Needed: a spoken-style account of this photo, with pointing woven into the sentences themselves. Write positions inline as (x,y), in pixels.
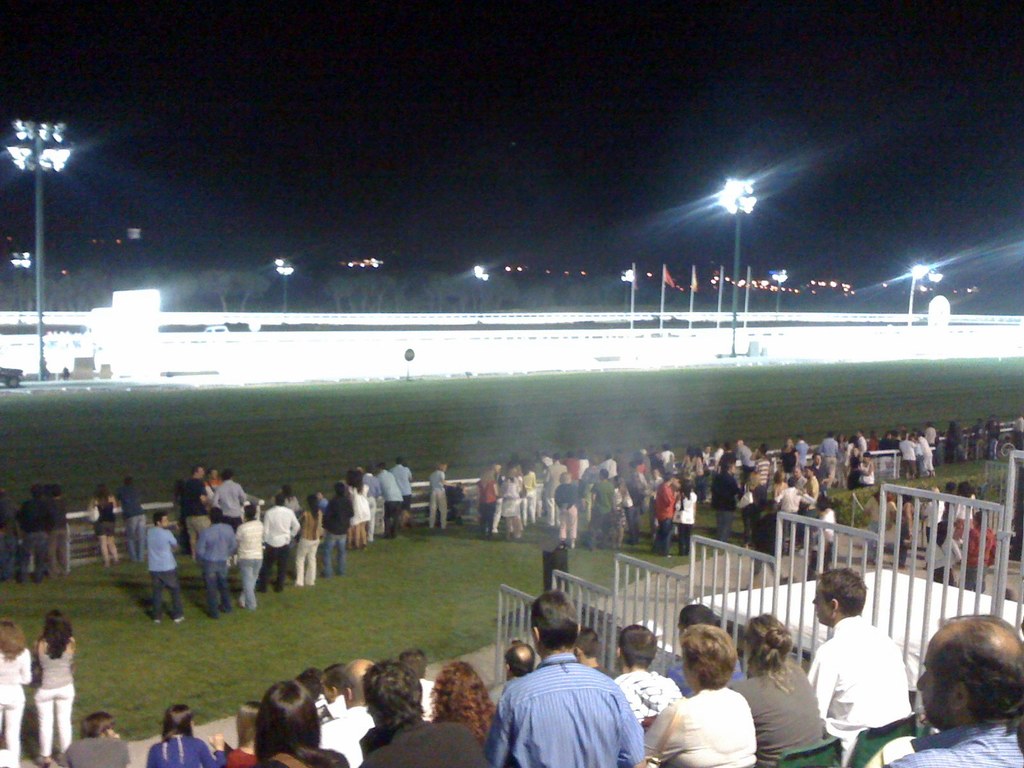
In this image we can see some group of persons (158,528) standing near the fencing (139,514) and some are sitting on chairs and in the background of the image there are some lights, flags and dark sky (165,241).
